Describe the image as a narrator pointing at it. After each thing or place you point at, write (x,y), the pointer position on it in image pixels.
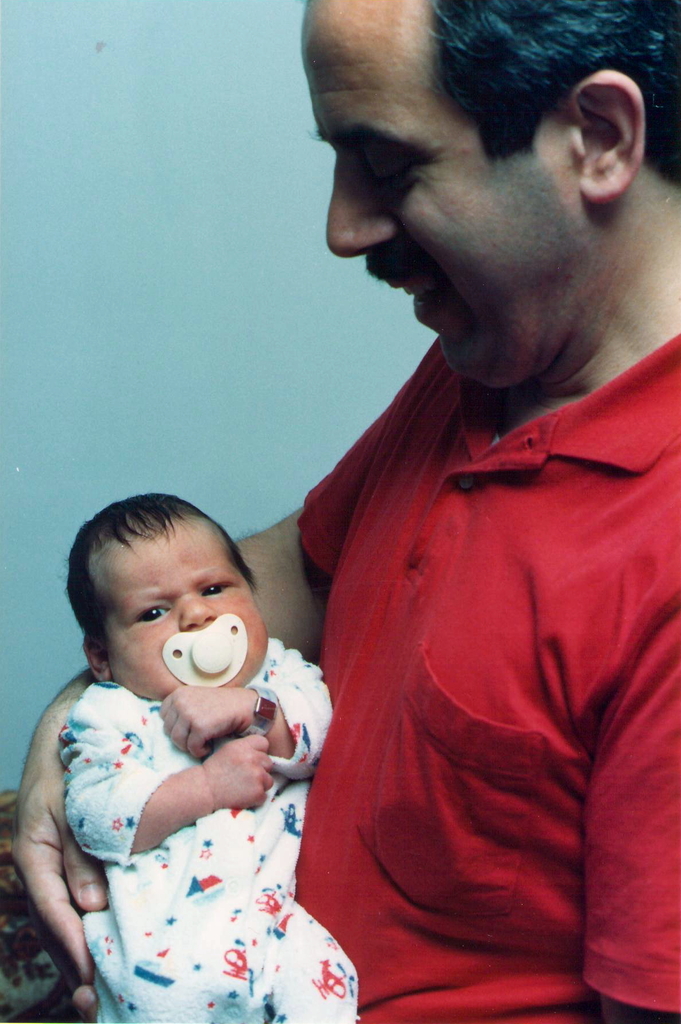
In this image there is a man (529,597) wearing a red t-shirt (550,568) is holding a baby (210,796). He is smiling. In the background (157,258) the wall (176,267) is blue.
